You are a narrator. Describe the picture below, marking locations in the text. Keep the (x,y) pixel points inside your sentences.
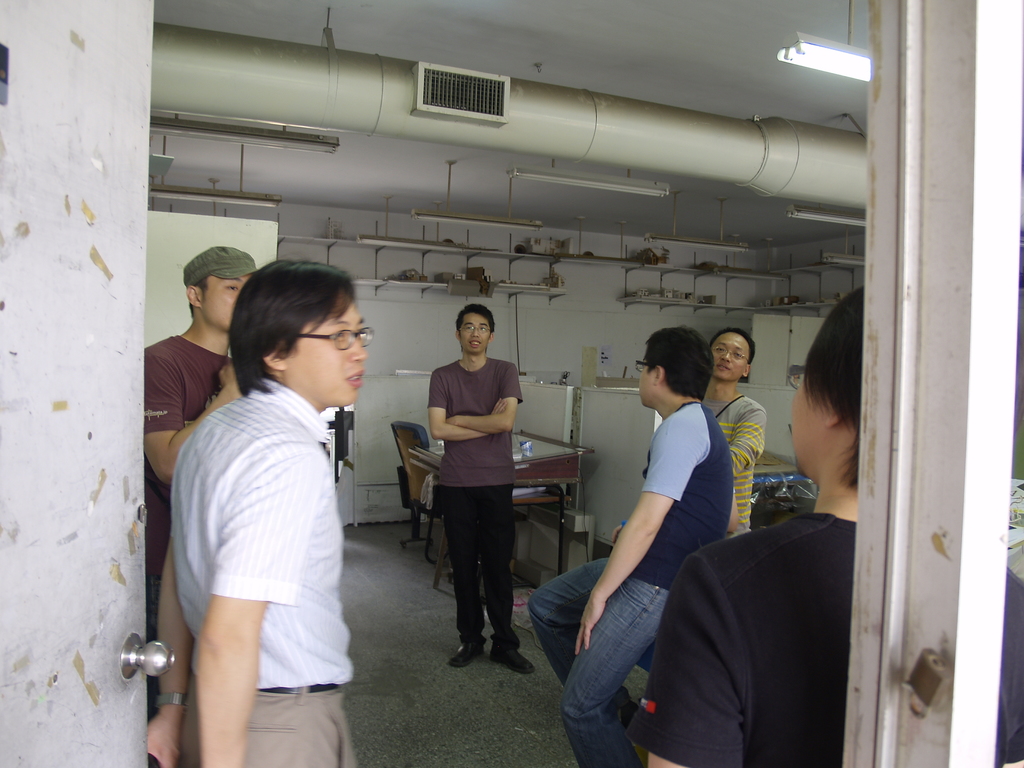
There are group of people (238,467) in a room (383,555) and behind them there is a table (574,469) and in the background (449,321) there is a wall (456,234) there are few shelves (406,282) to the wall (438,266) and some objects (459,288) are kept on the wall (507,314), there is a pipe (400,83) fit to the roof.
